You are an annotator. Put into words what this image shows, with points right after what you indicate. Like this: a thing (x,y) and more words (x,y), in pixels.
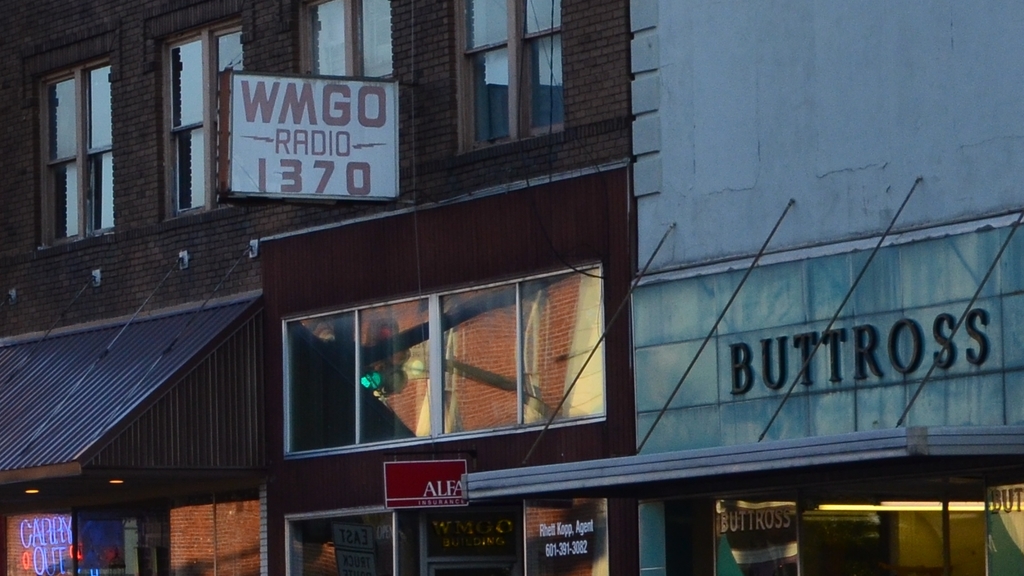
In this image we can see buildings (340,222), windows (338,319), name board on the wall (629,542), text (917,336) written on the wall (774,398), glass doors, lights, boards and other objects (187,327).
